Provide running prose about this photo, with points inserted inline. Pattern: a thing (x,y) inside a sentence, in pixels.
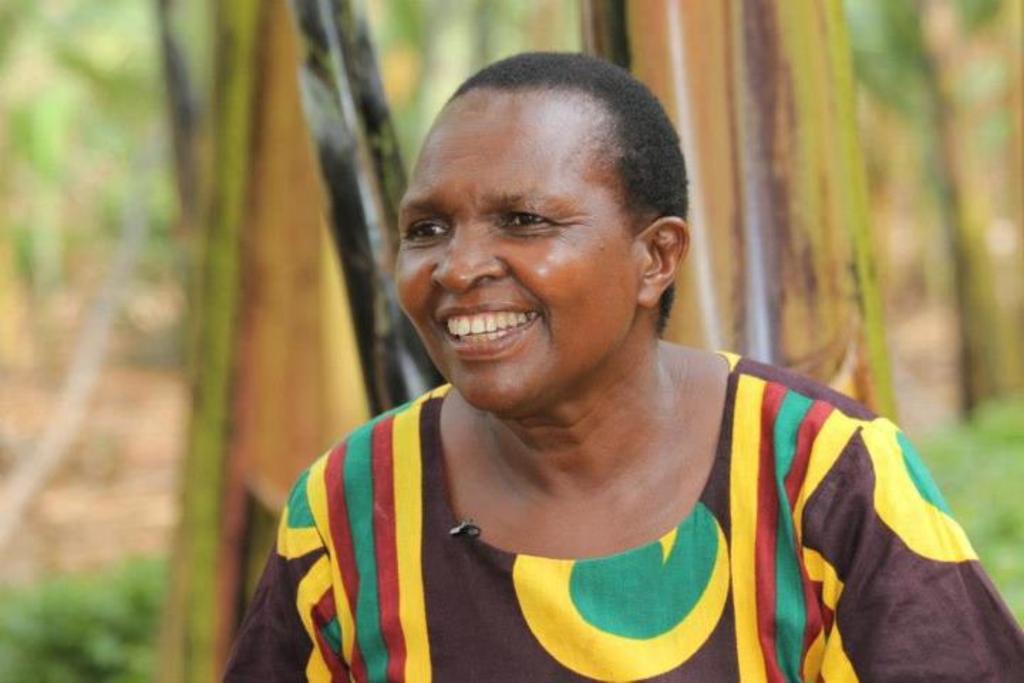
This image consists of a woman (539,557) laughing. It looks like the image is clicked outside. In the background (238,264), there are trees (278,133). At the bottom (983,505), there is green grass (994,496).
